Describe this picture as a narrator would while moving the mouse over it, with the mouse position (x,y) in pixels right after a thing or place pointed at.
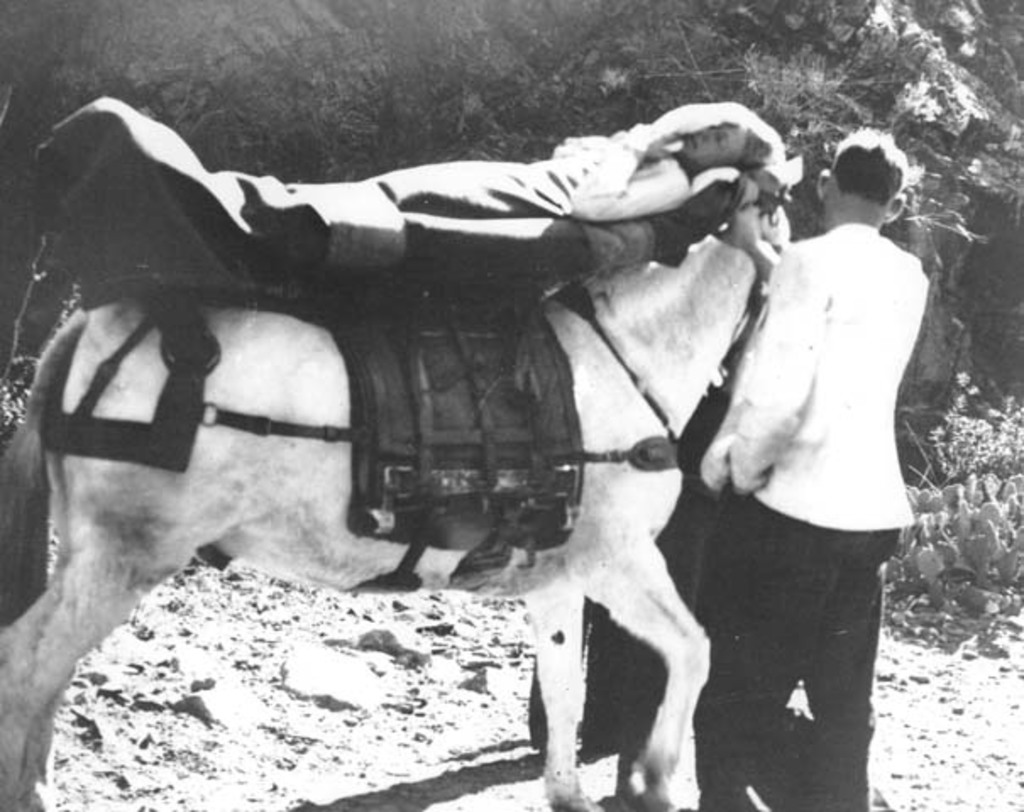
In the center (615,400) we can see one person (515,214) lying on the horse (338,539). On the right (891,478) we can see one man (799,359) standing. In the background (35,113) there is a trees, plants (800,75) and stone (963,260).
